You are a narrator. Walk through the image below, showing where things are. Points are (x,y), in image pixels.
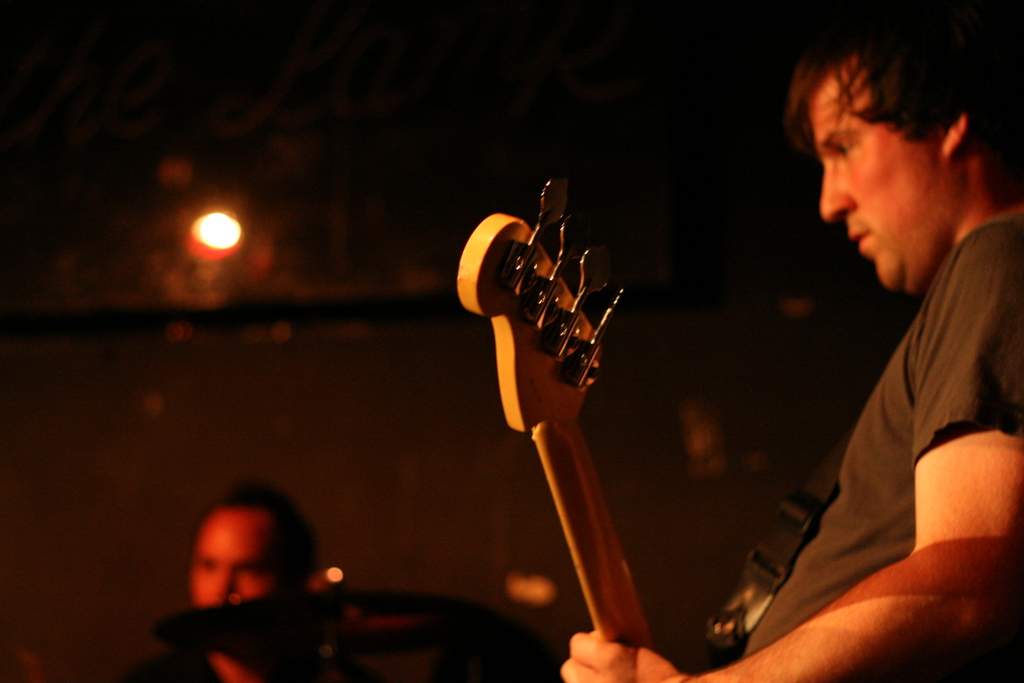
As we can see in the image, there are two persons (977,355). The person (936,384) who is standing on the right side (930,313) is holding guitar (528,289) in his hands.
